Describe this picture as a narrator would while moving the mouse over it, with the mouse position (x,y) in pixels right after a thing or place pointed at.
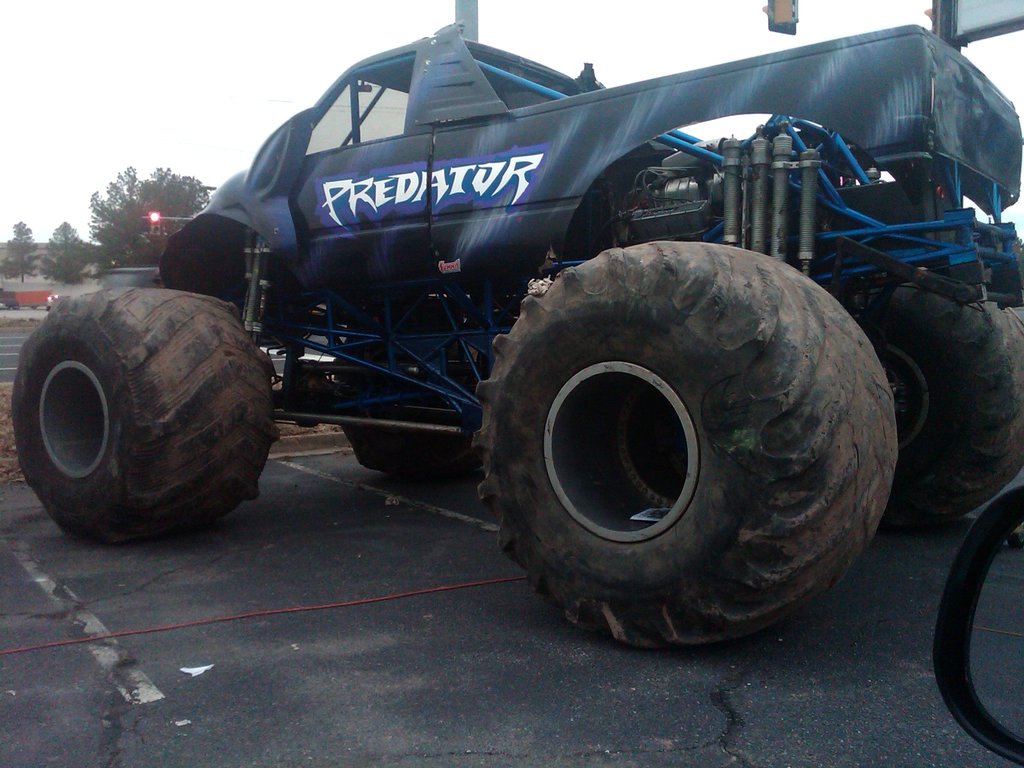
In this picture, there is a truck (301,253) with huge tires (425,435) with some text (351,192). At the bottom (384,626), there is a road (429,509). In the background (215,175), there are trees (176,179) and a sky (243,137).
